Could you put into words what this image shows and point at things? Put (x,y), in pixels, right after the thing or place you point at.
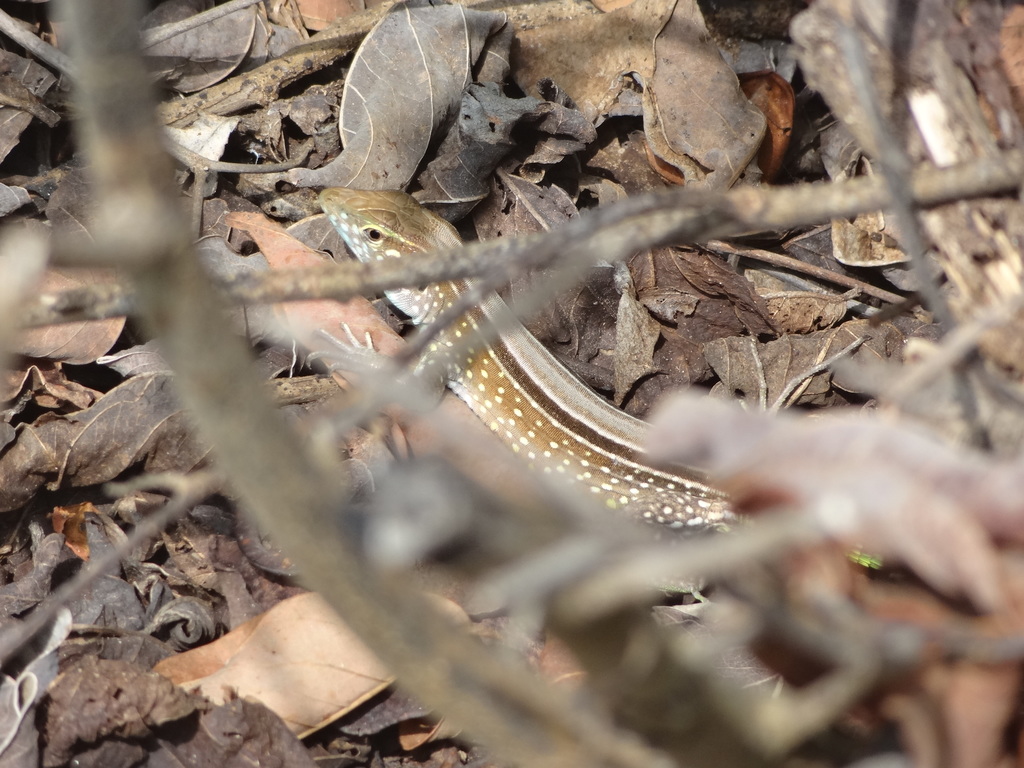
In this image I can see a lizard (470,319) and dry leaves (72,418).
